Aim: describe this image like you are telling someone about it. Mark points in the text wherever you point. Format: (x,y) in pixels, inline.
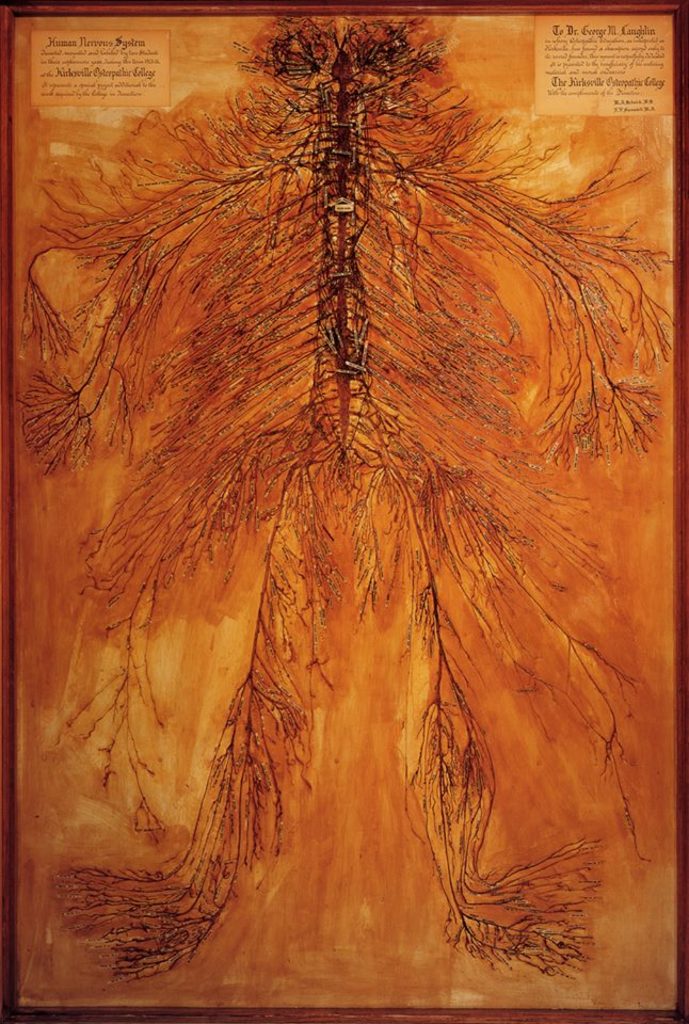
In this picture we can see a brown color drawing picture frame (339,432) of the human nervous (336,181).
